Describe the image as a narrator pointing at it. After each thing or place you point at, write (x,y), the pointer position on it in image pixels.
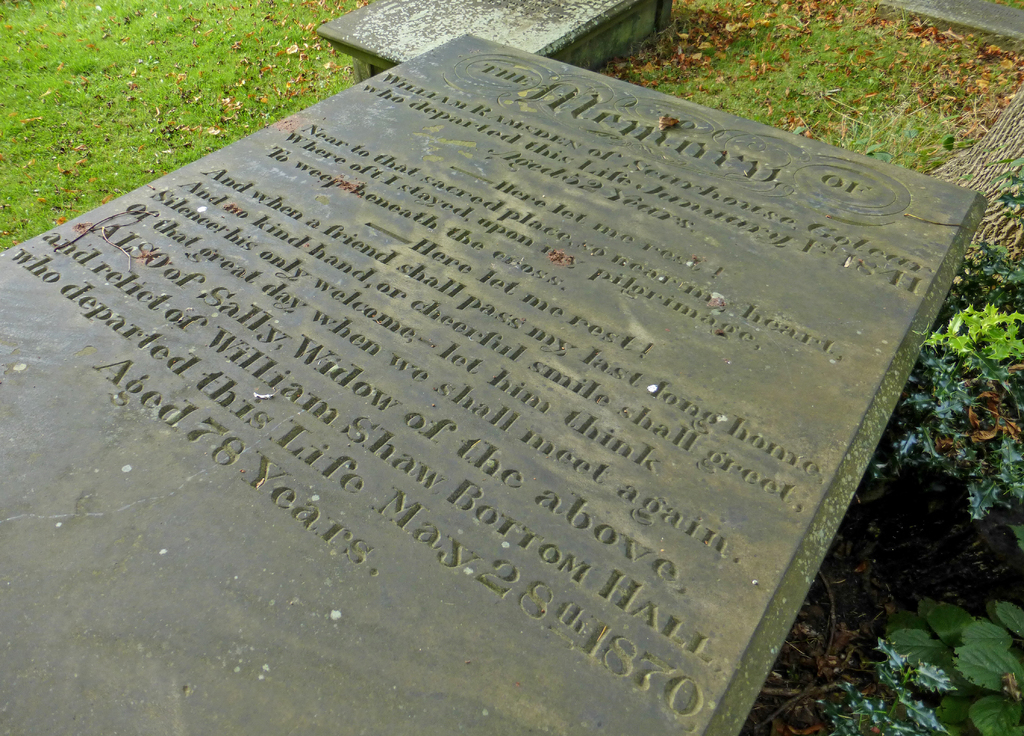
Here we can see texts (404,374) written on a stone plate (353,180). In the background (158,87) we can see leaves (770,38) on the grass (105,150), plants (976,353) on the right side (997,324) and there is a platform (626,31) over here.
